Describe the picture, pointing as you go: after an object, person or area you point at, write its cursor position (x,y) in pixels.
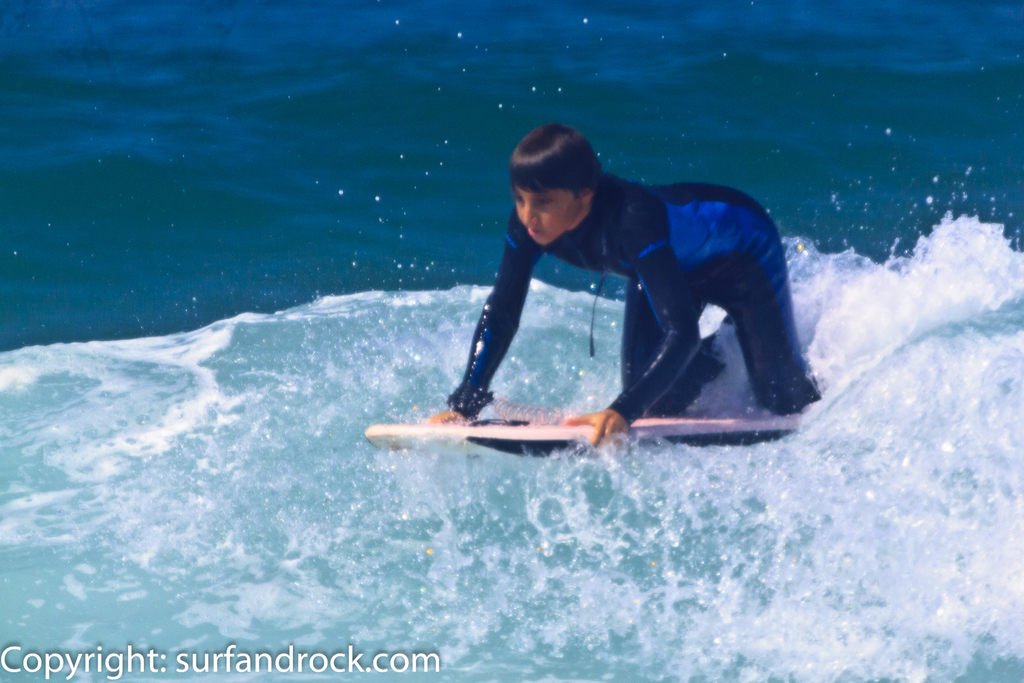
Here we can see a person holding a board (693,443) in his hands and this is a water (279,351).
